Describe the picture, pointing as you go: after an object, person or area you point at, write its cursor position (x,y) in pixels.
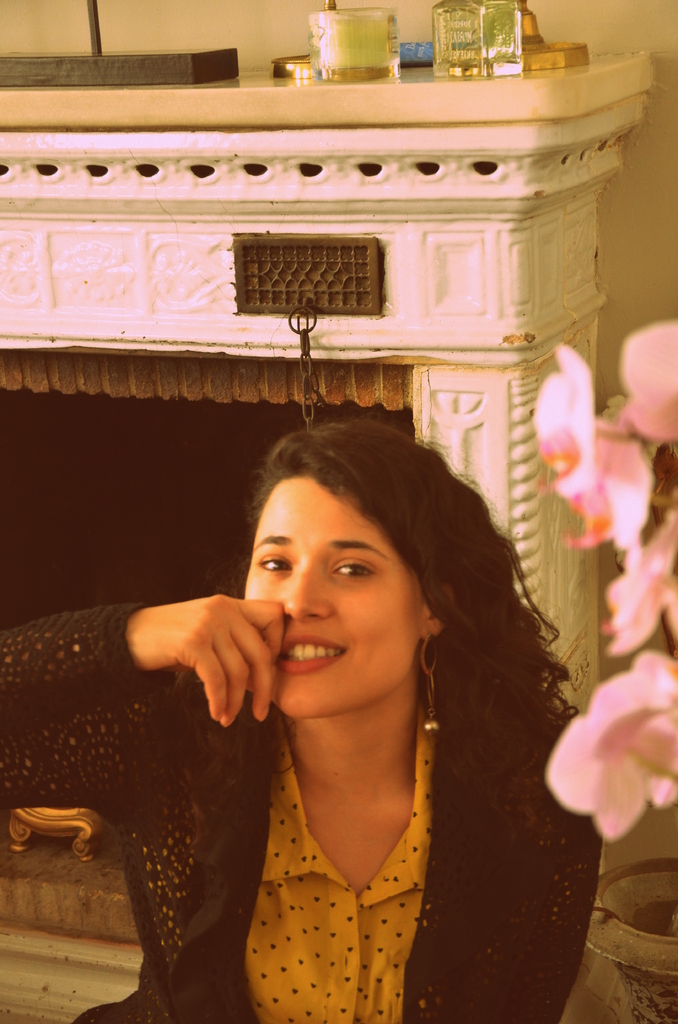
In this image we can see a lady person (280,874) wearing yellow color shirt (295,919), black color cardigan (492,834) and in the background of the image (311,337) there is fireplace (352,256) on which there are a candle (376,50) and some bottles (456,32) and some items (406,65) and on right side of the image (662,381) there are some flowers (648,361).
